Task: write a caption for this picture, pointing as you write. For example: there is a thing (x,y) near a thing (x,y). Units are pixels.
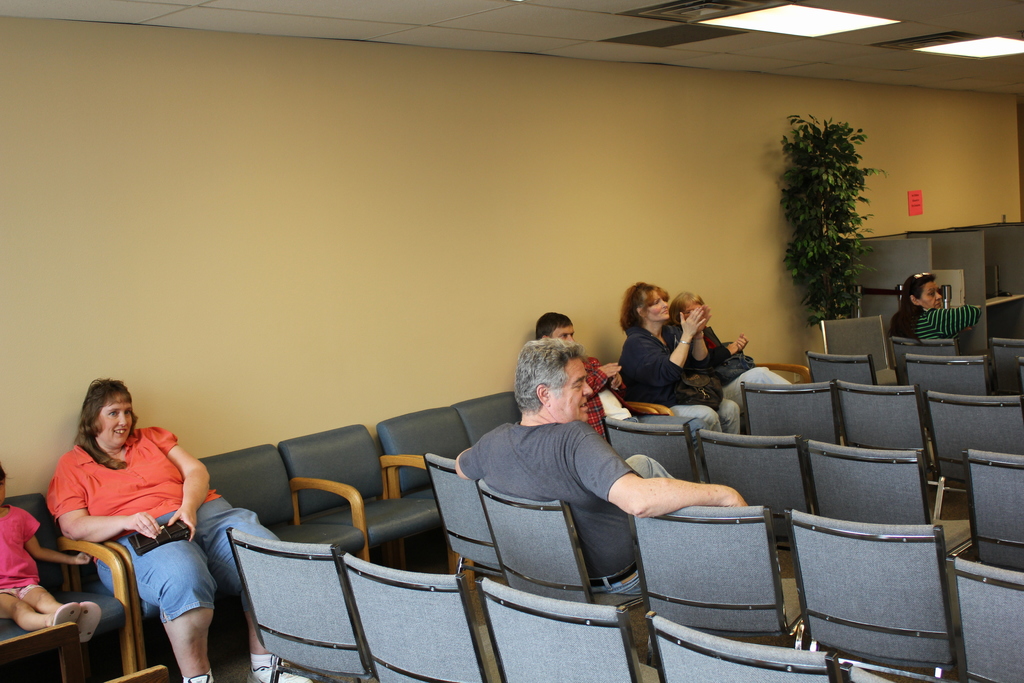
This is the picture of a room (148,367) where we have a lot of chairs (810,579) and seven people (925,314) sitting on the chairs (350,429) and also there is a plant (825,285) and a shelf (944,248) in the room (998,215).
